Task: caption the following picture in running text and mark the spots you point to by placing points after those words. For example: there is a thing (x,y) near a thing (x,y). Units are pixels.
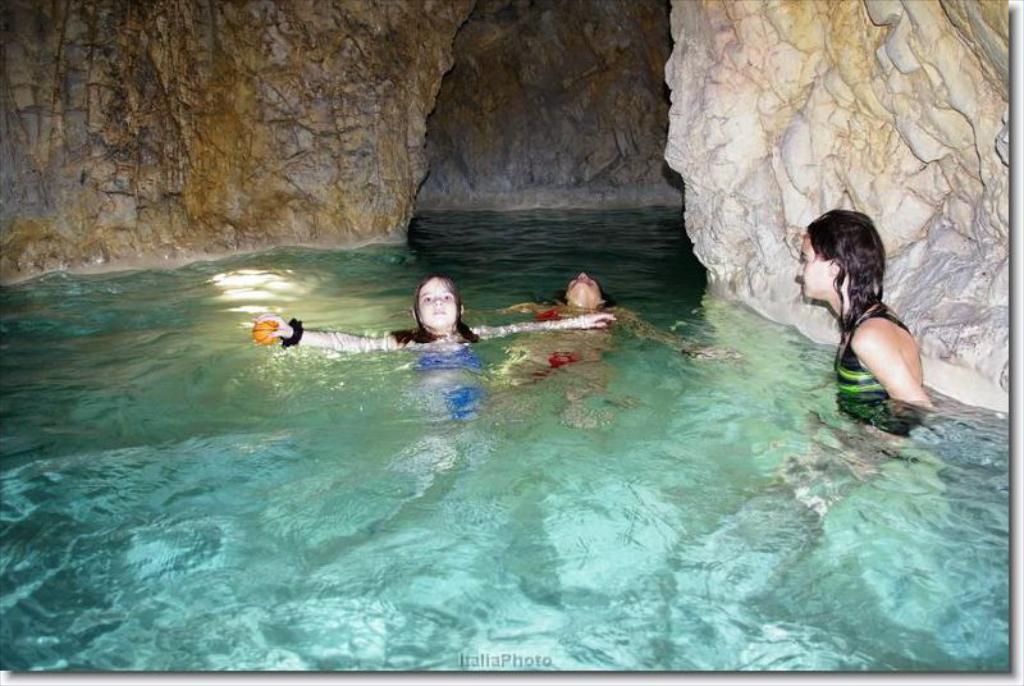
In this image there are persons (547,356) in the water (800,352). In the background (398,117) there is a cave (481,138).
